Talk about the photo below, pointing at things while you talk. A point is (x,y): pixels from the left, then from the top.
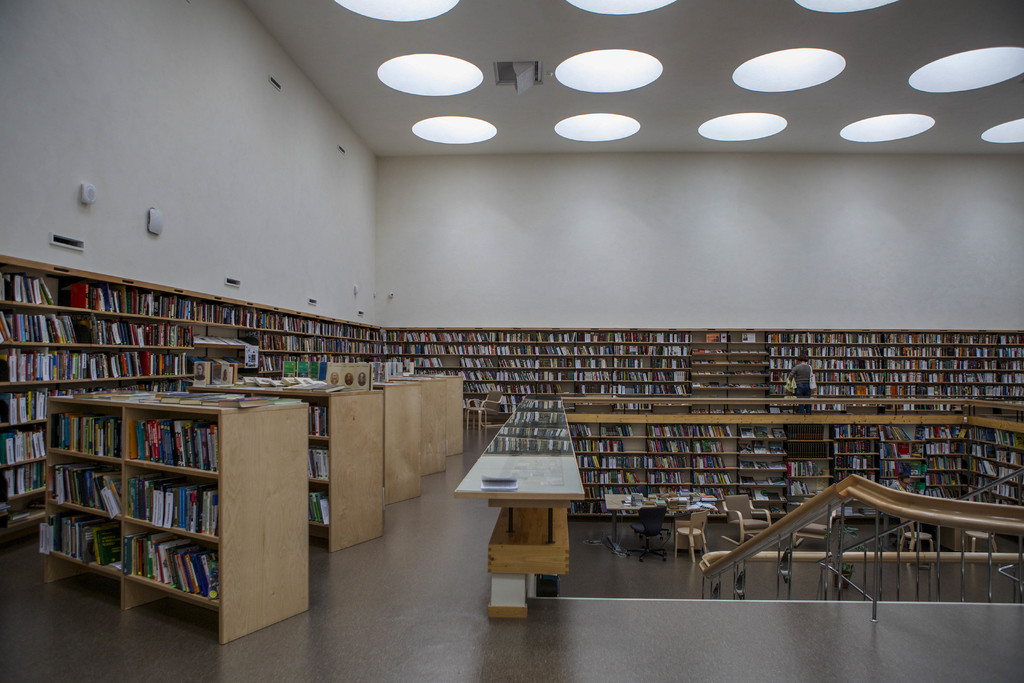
In this image I can see racks (772,471), tables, chairs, railing (802,555), walls (782,226), lights (397,80) and objects (510,66). In-front of that rack (758,338) I can see a person (805,368). Above the table (680,509) there are objects (634,497). In that racks (739,364) there are books (58,360).
